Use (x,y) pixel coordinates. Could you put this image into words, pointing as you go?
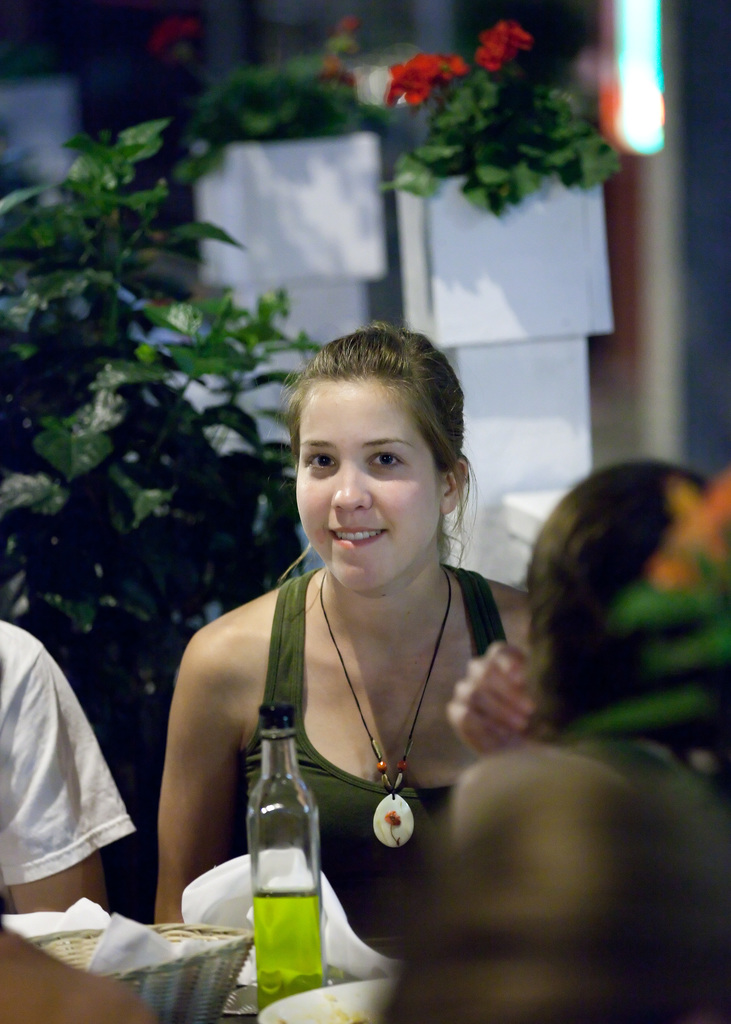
In this image we can see a lady (260,641) wearing green t shirt (323,863) is sitting. There are bottle (253,874), plate (363,995) and basket (197,973) on the table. There are plants (117,322) in the background (474,126).
